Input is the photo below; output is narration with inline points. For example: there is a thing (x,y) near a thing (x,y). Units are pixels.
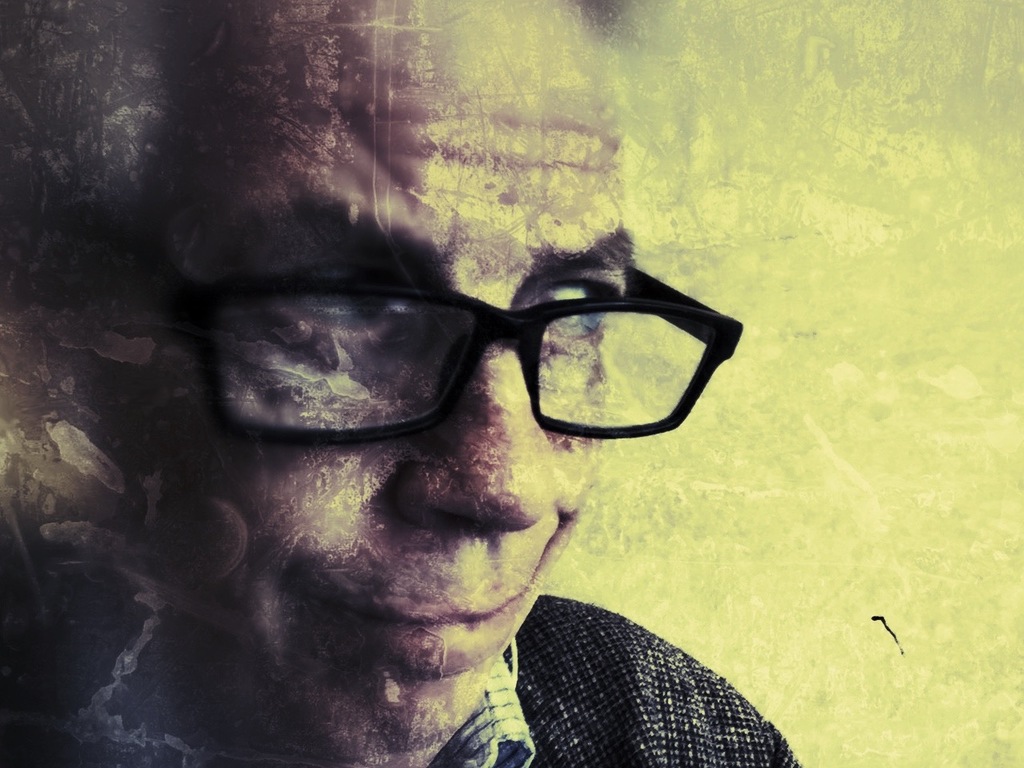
It is an edited picture. In this image, we can see a person (701,741) wearing glasses (414,401) and smiling.
